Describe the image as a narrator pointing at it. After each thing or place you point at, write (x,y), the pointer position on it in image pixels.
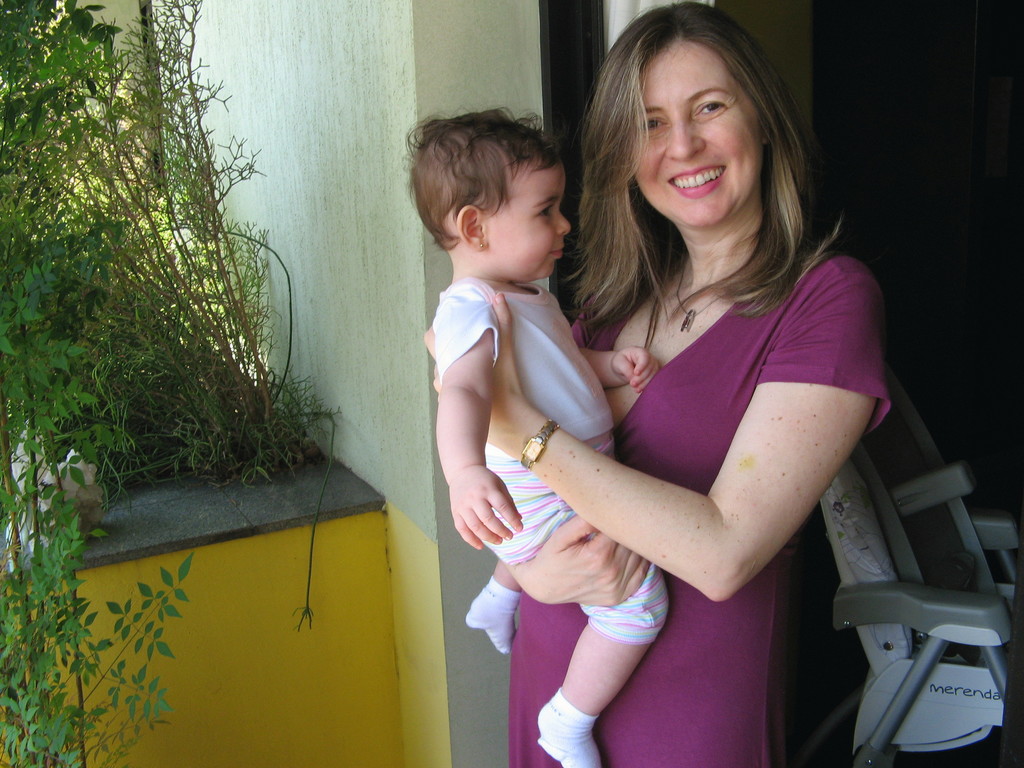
This picture is clicked inside. In the center (616,498) there is a woman (727,214) wearing a dress (752,338), smiling, holding a baby (506,232) and standing. On the left (163,396) we can see the plant (97,304) and a wall (380,45). In the background (929,710) there is a chair (934,706) placed on the ground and some other objects (932,212).
